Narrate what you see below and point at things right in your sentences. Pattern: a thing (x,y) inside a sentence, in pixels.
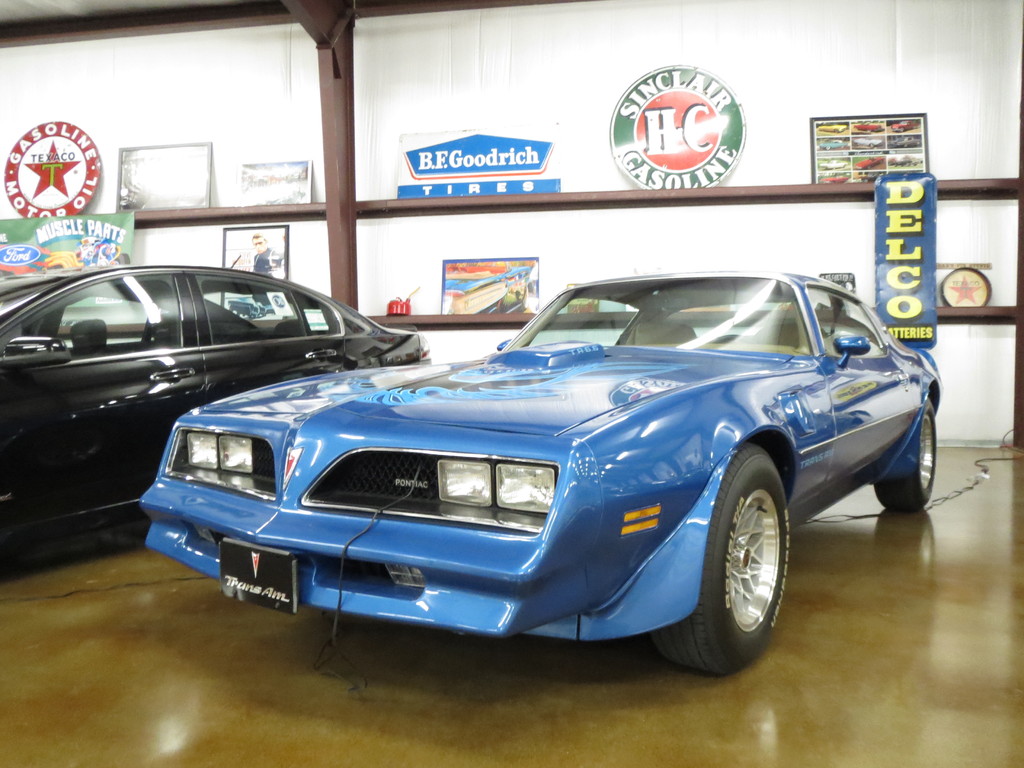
In this image, I can see cars (675,480) and a wire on the floor (871,554). Behind the cars (272,325), I can see a pole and there are boards (456,260) in the racks (513,326). In the background (403,103), it looks like a white wall (847,35).
